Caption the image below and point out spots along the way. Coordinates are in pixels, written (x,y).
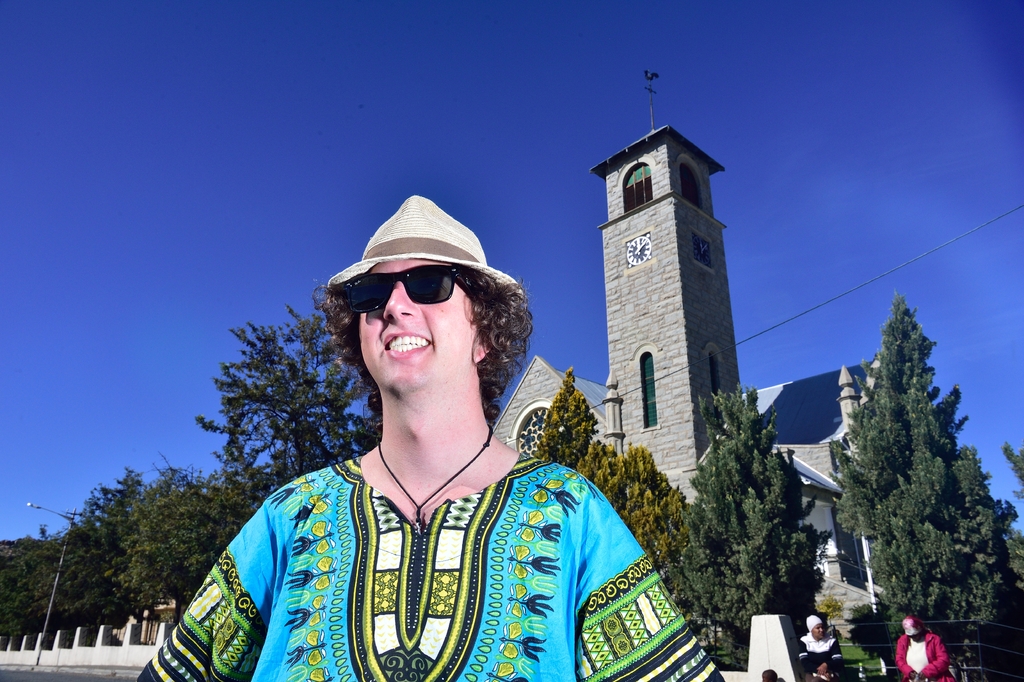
In this image I can see a person (441,460) is smiling. Back I can see few trees (47,576), building (639,339), clock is attached to the wall (639,411), light pole (61,574) and few people (806,666). The sky (522,163) is in blue color.
